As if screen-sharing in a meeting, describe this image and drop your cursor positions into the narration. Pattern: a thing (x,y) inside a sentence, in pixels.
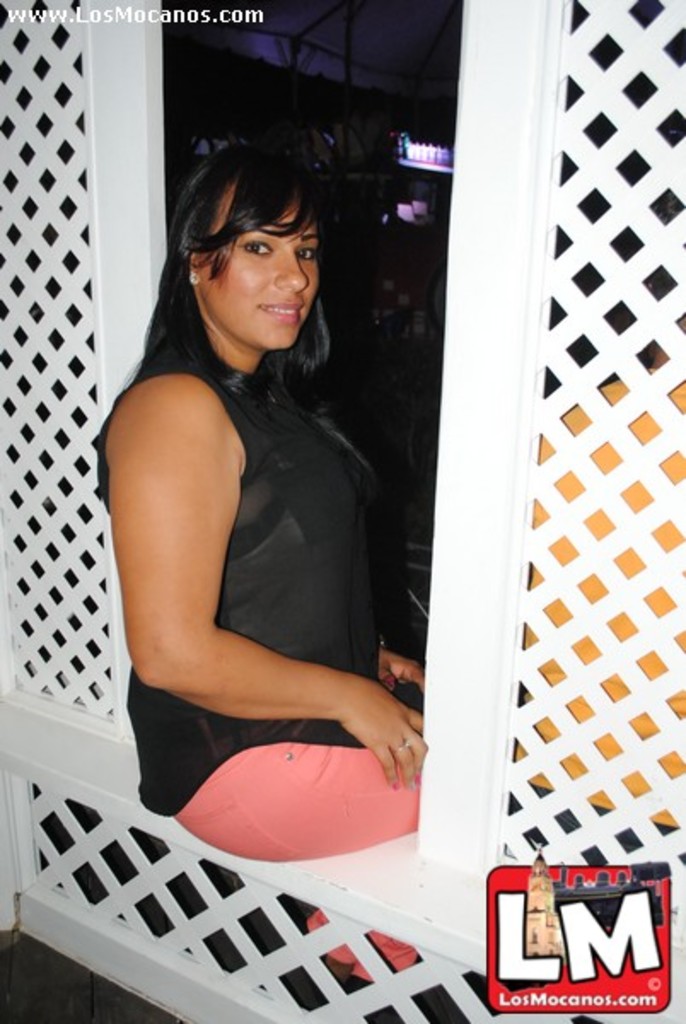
In this image a woman (224,622) is sitting on the fence (218,854). Background there are few shelves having few objects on it.
